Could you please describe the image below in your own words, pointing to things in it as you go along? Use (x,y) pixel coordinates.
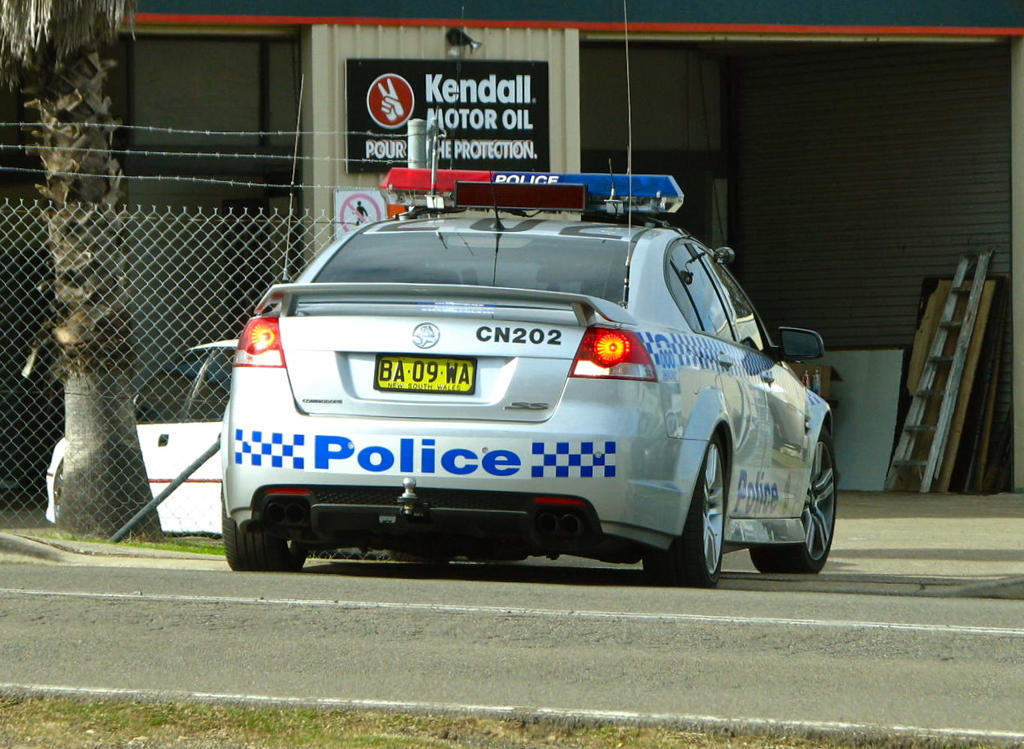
In this image we can see a police car (599,293) on the road (483,654). On the right side of the image (915,277) there is a ladder (932,355), wall (914,277) and some other objects (911,362). On the left side of the image (92,221) there is a tree (92,372), fence (175,241) and other objects (356,162). At the bottom of the image (396,730) there is a walkway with grass (176,738).
